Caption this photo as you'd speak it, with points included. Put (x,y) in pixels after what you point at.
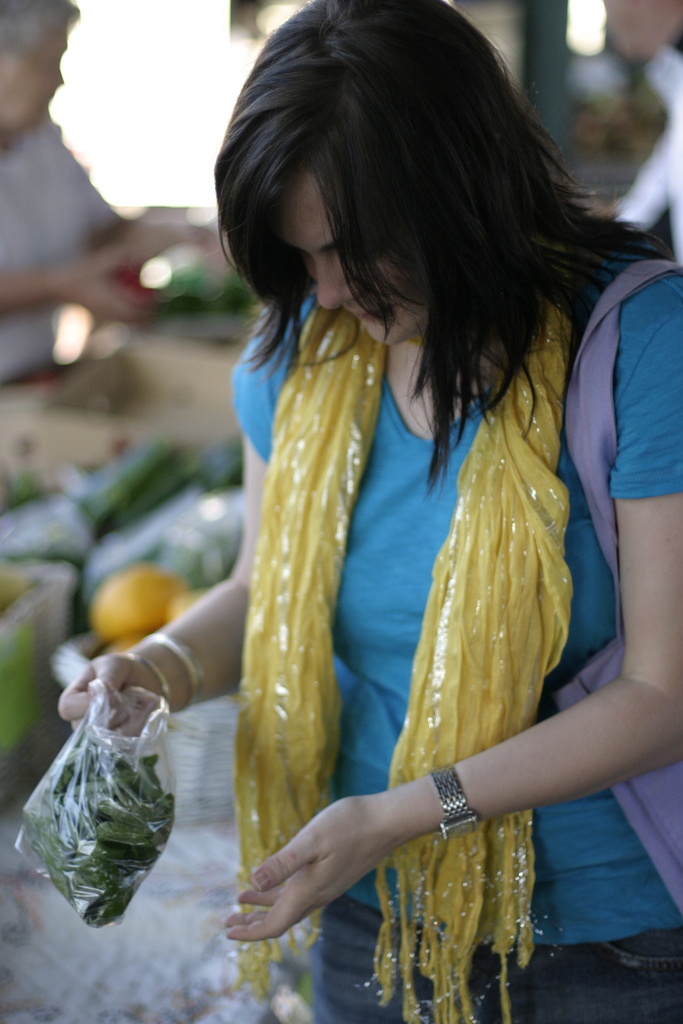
In the image we can see a woman (410,545) standing, wearing clothes (420,501), wrist watch (453,805) and bracelet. This is a handbag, plastic cover (135,791) and the background (38,378) is blurred. This is a scarf (291,591).
